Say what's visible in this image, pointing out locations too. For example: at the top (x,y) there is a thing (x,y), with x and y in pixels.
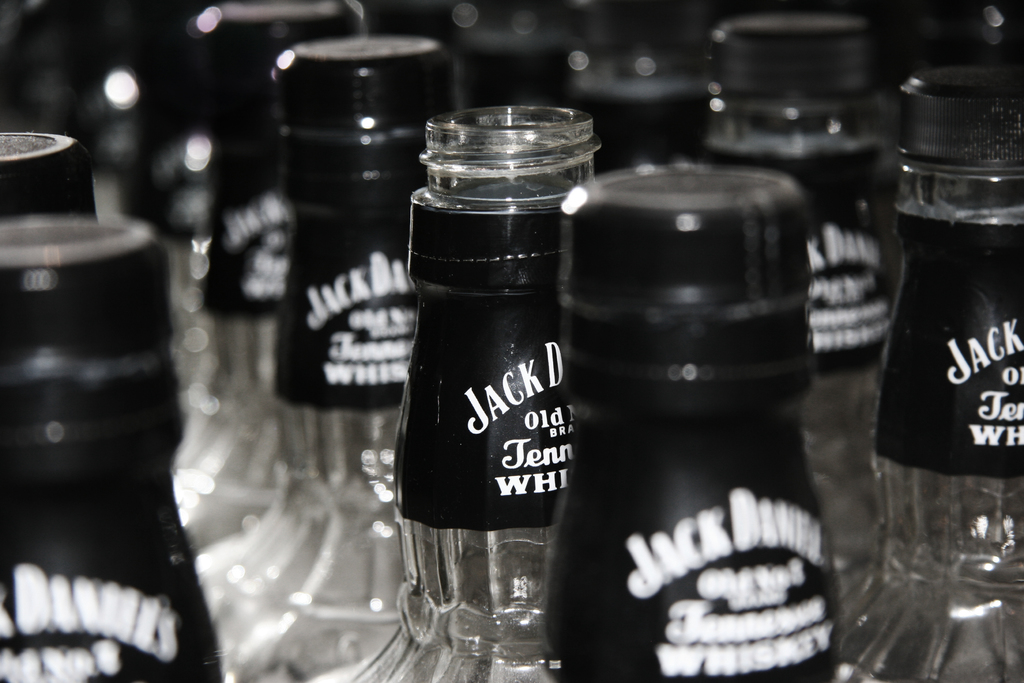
In this picture we can see bottles (361,284) made of glass (349,433) with stickers (438,283) to it some caps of it are opened and some are closed.
